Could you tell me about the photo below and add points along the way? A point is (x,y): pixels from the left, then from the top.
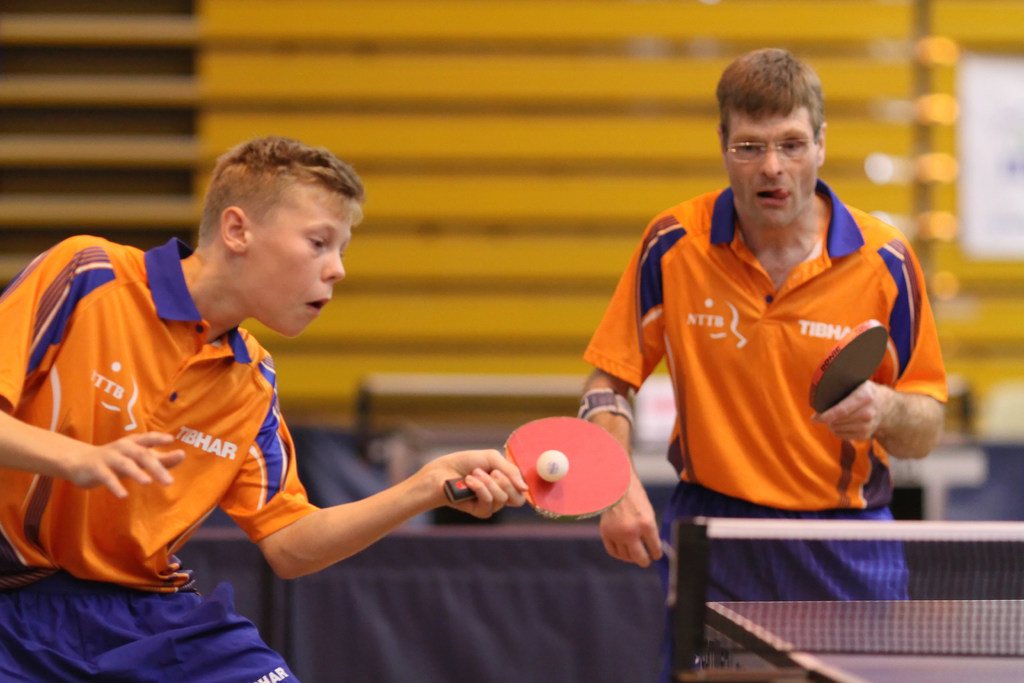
These 2 persons (723,363) are holding a rackets (849,358). On this racket (596,467) there is a ball (564,473). This is a table tennis.
